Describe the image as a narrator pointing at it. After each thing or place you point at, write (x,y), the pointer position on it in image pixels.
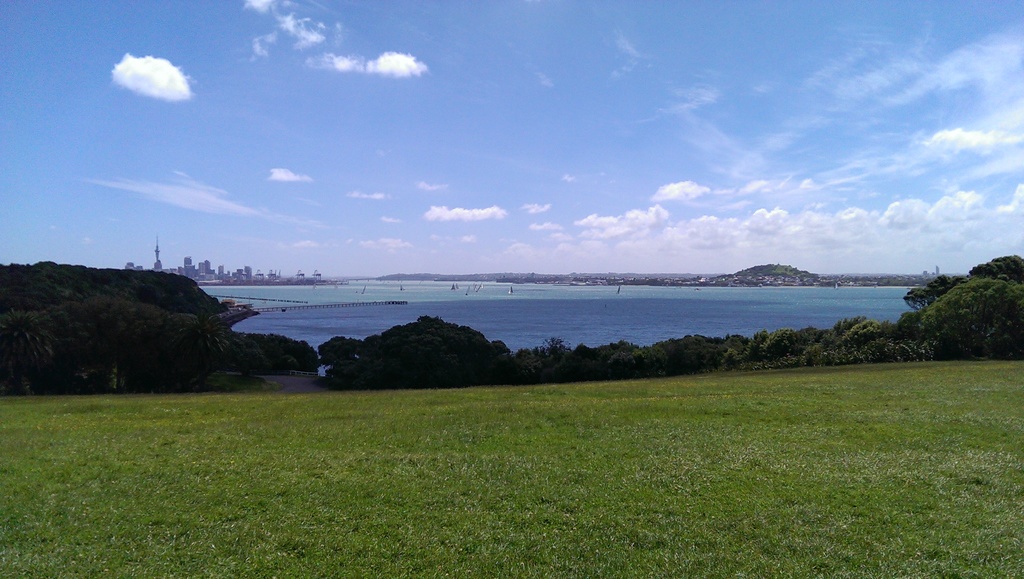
In the picture we can see a grass surface (440,448) and some plants (727,361) and trees (211,325) and we can also see a water (571,291) which is blue in color and far away from it we can see a building (161,266) and towers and a sky (283,233) with clouds (219,208).
